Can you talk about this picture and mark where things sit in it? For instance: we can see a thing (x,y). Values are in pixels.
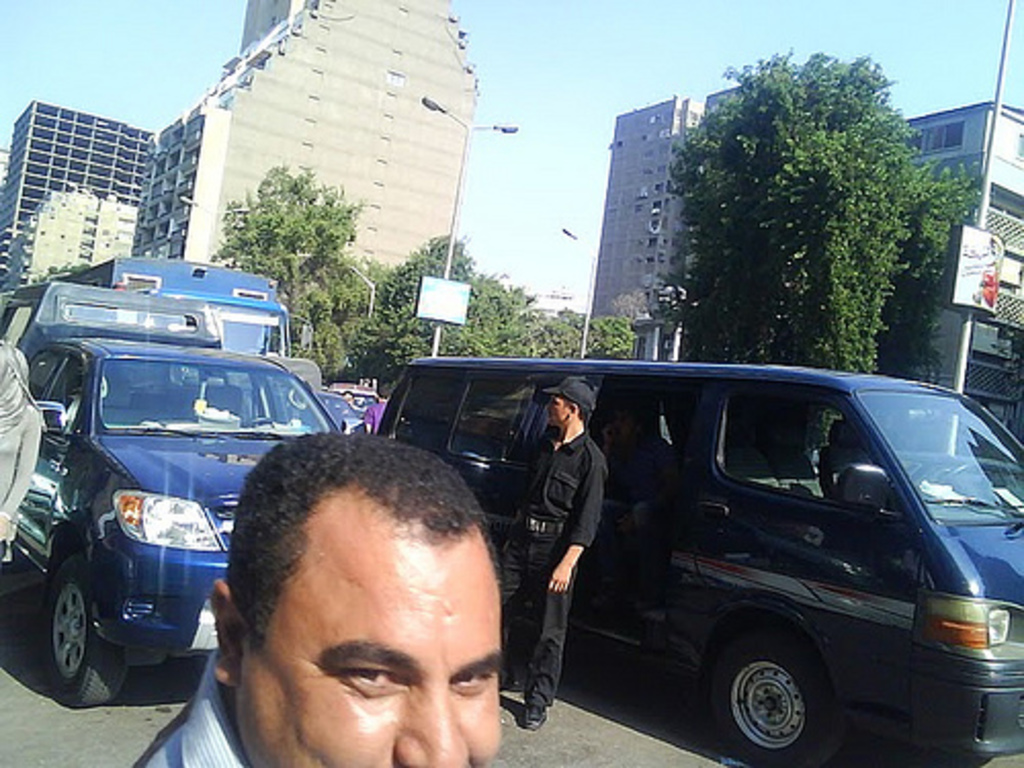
In this picture we can see there are vehicles (206,496) and people (233,593) on the road (107,751). Behind the vehicles (219,380), there are trees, street lights (577,240), buildings (612,271), a board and the sky (563,87).
